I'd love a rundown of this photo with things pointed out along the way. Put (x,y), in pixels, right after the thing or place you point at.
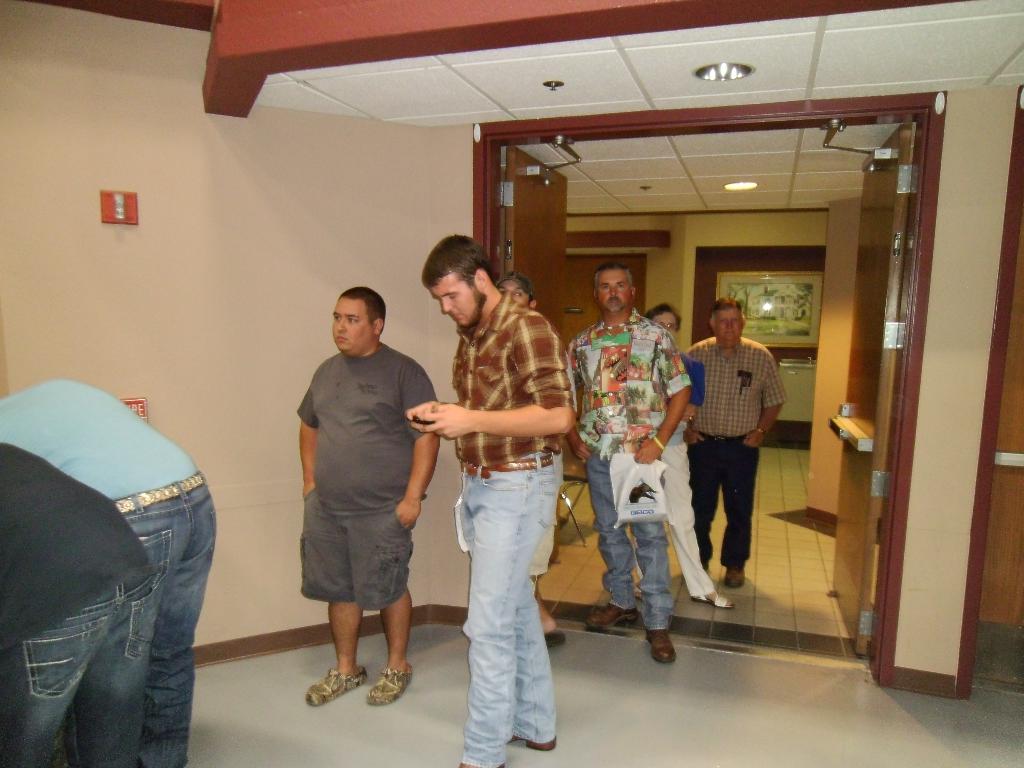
In this image I see the inside of the rooms (623,197) and I see few people (590,387) who are on the floor (643,732) and I see the doors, lights (742,184) on the ceiling (784,157), wall (704,221), 2 red color things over here and I see that this man (607,382) is holding a white color thing (618,475) in his hand (658,451).
